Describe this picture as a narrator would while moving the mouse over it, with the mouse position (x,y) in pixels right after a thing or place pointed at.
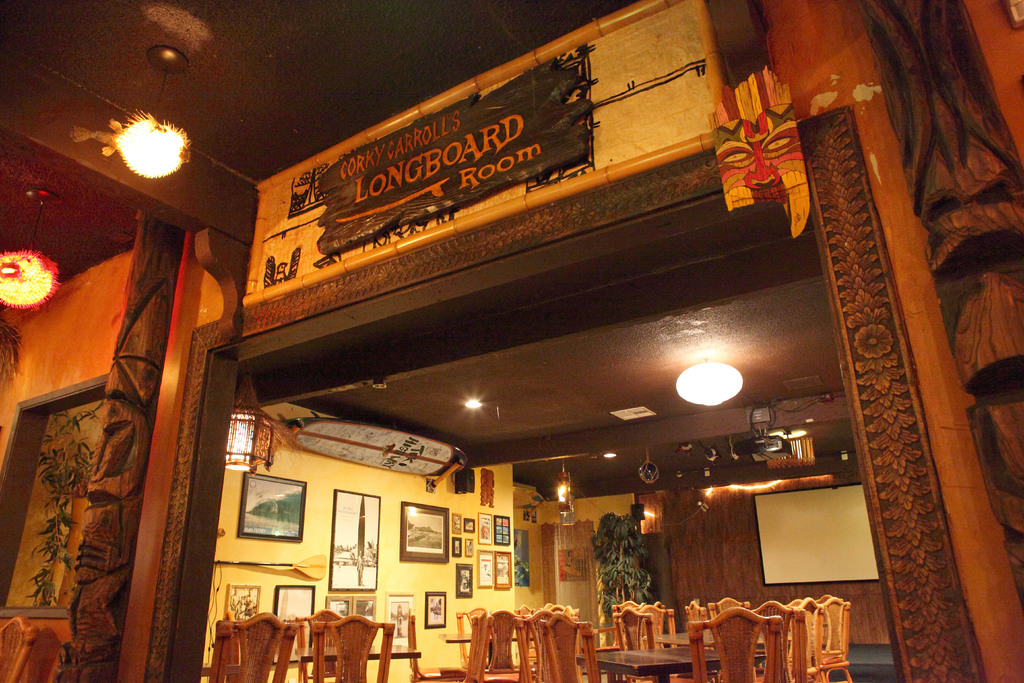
In the image there are dining tables (651,650) and chairs (592,629), it seems to be a dining room (770,482). There is board (849,553) at the wall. At the entrance arch (507,222) there is a text (399,171) written which says long board room. And over the ceiling (509,407) there are lights (722,381), over the left side wall (394,553) there are many paintings (458,593).
